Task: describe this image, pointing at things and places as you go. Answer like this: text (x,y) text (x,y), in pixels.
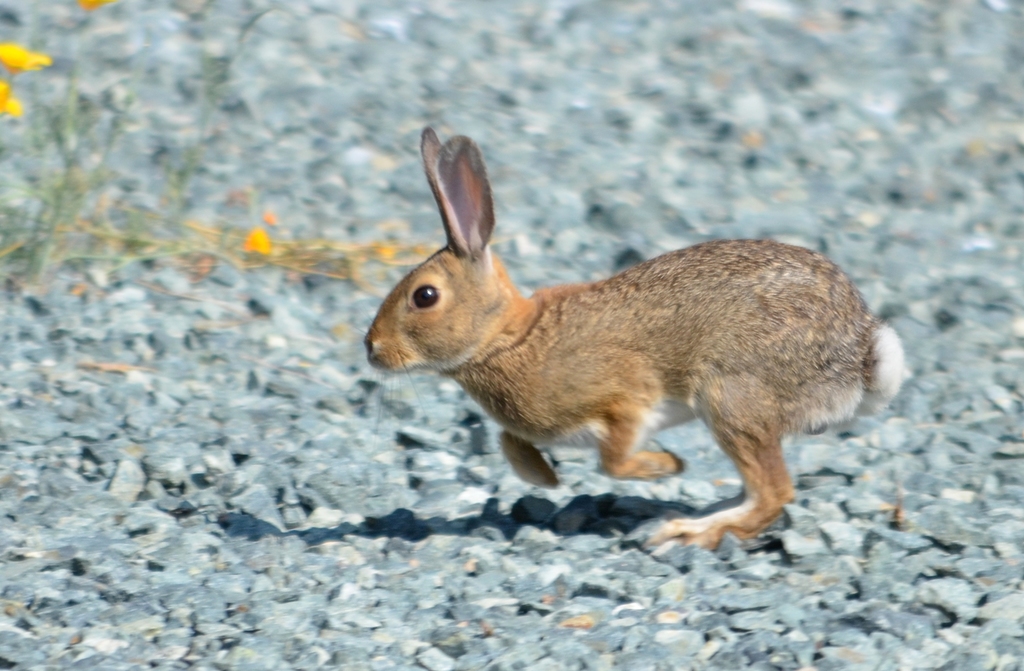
In this image we can see a rabbit (586,393) which is of brown color is on the ground (574,507).
